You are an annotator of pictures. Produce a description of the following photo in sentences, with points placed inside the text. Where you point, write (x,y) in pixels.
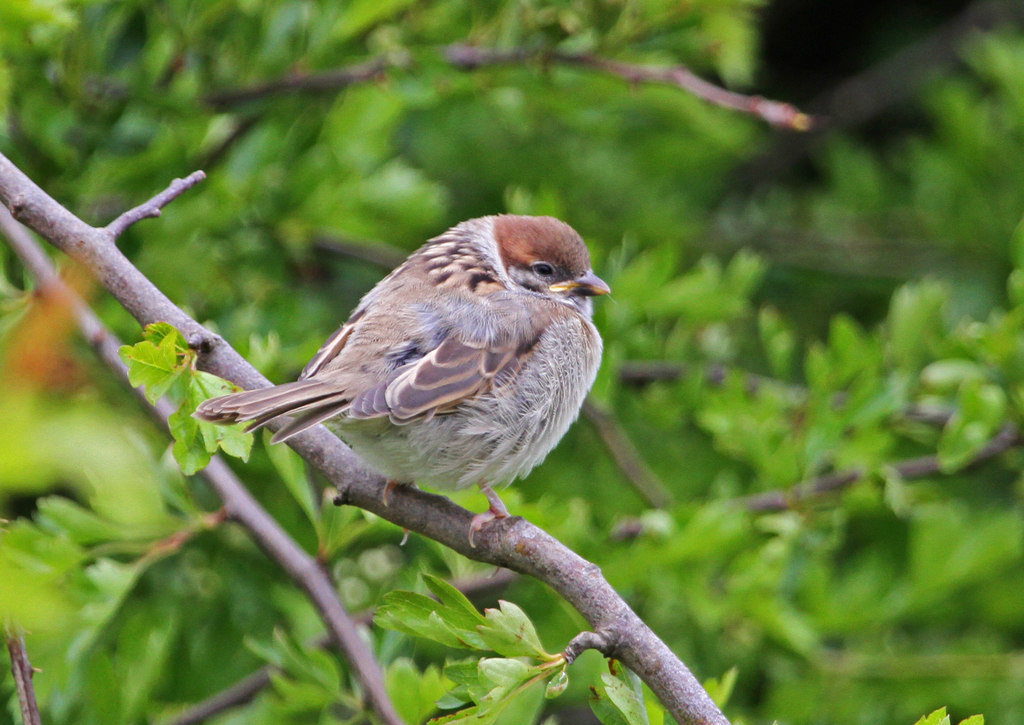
In this picture we can see a bird (490,360) is standing on a branch (515,529) of a tree (458,526), in the background (802,502) we can see leaves (403,231), there is a blurry background (844,236).
